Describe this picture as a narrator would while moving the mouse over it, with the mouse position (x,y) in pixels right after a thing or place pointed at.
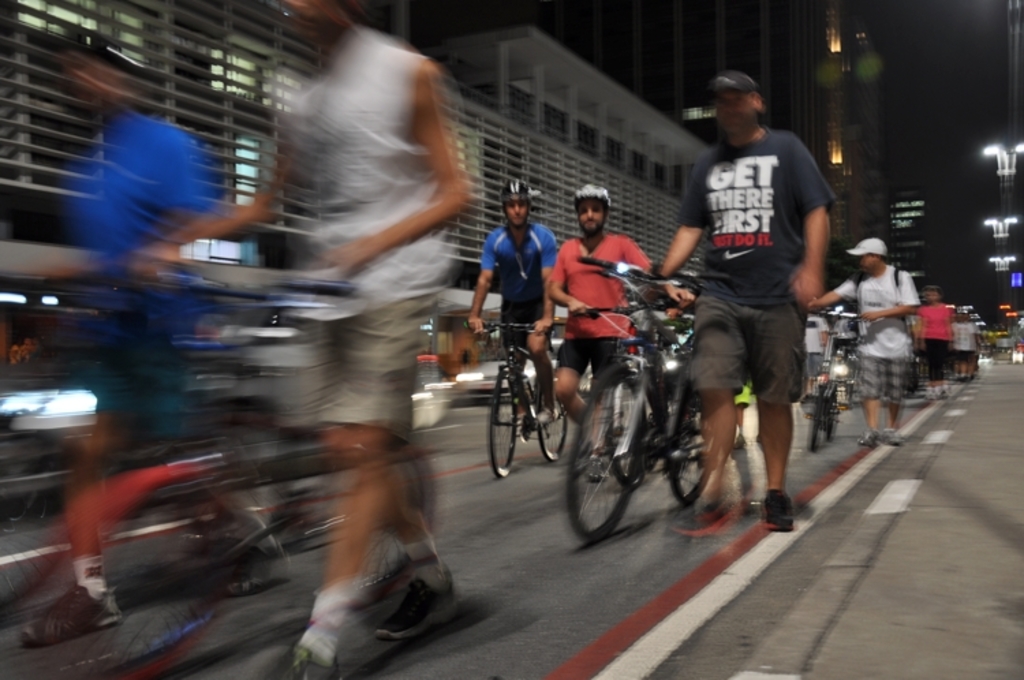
In this picture there are group of people (396,482), they are riding the bicycle (646,316), it seems to be a view of road (545,454) and there are buildings (543,93) at the left side of the image (219,259).
